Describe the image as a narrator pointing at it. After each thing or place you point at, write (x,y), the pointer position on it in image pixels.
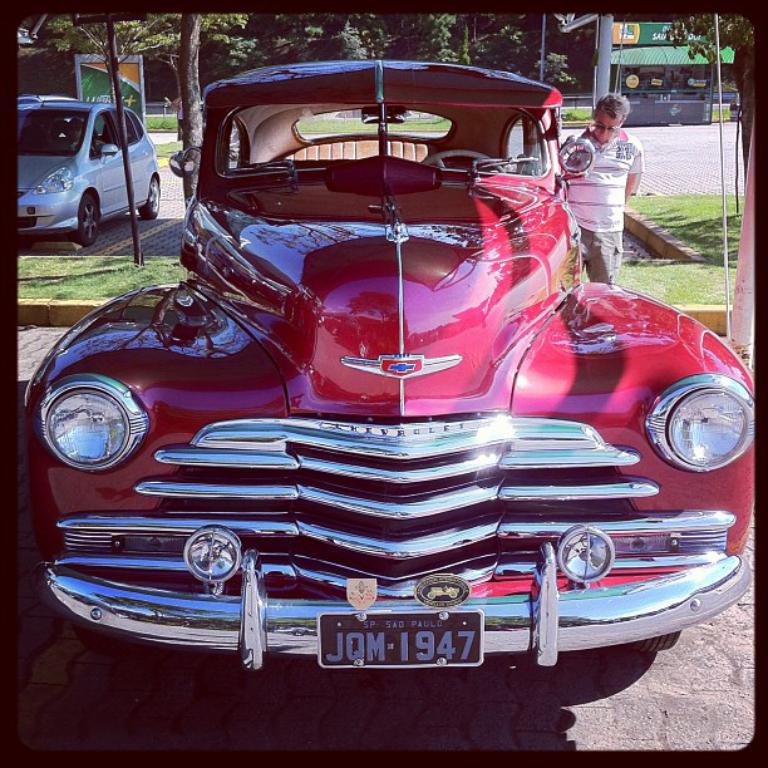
In this image in the center (476,306) there is one car (456,301), beside the car (574,268) there is one person (607,167) standing. And in the background (447,50) there are buildings (678,68), trees (575,47), poles (601,67) and grass pavement (692,281) and at the bottom of the image (231,725) there is road (543,748).
